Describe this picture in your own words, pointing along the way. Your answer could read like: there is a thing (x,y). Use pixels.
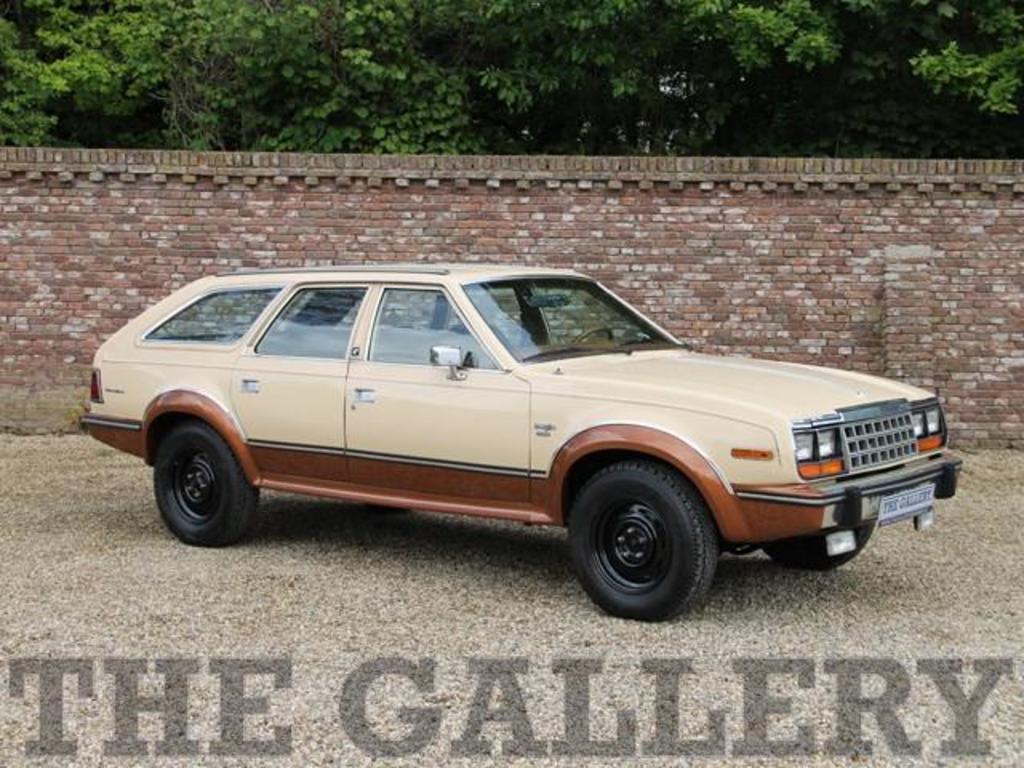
In the center of the image (485,301) we can see one car (384,446), which is in cream and brown color. At the bottom of the image (505,707), we can see some text (176,700) written as "The Gallery". In the background (533,165) there is a wall (533,165), trees (739,6) and a few other objects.
